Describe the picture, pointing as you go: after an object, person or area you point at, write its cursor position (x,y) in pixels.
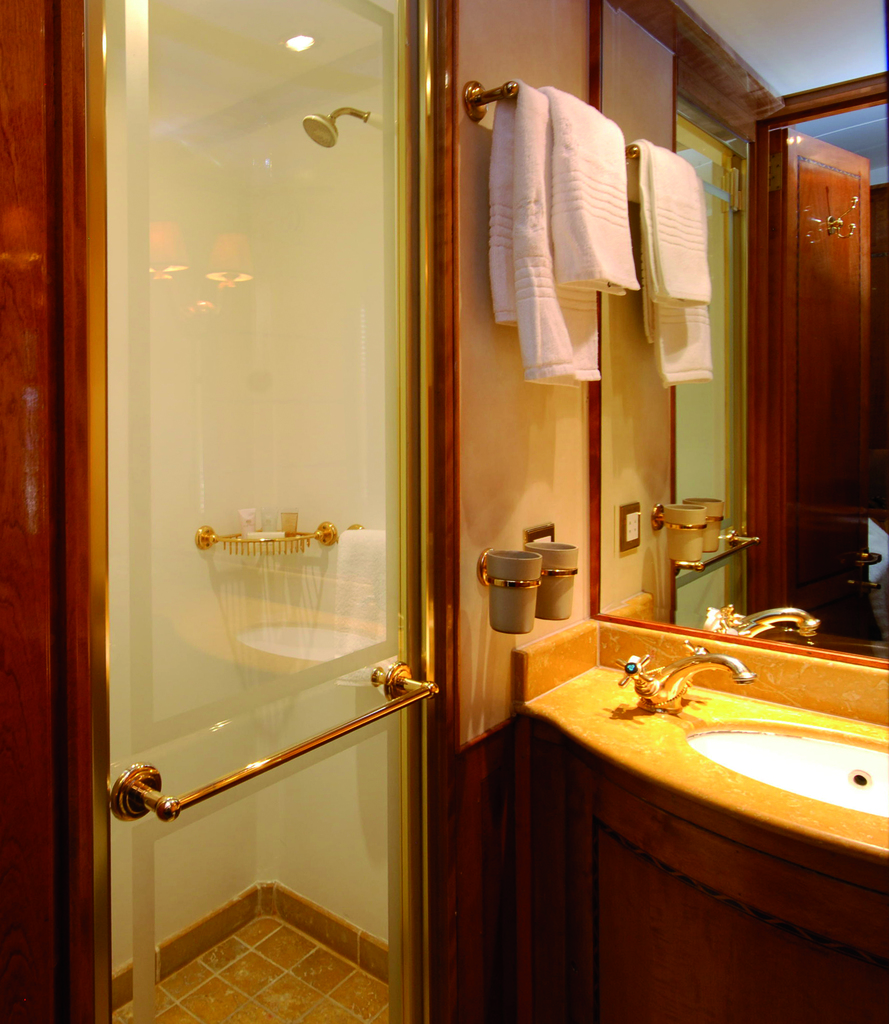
In this image we can see an inner view of a bathroom (393,742) containing a towel (546,306) to a towel rack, a door (376,746), a sink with a tap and a shower (282,525).
